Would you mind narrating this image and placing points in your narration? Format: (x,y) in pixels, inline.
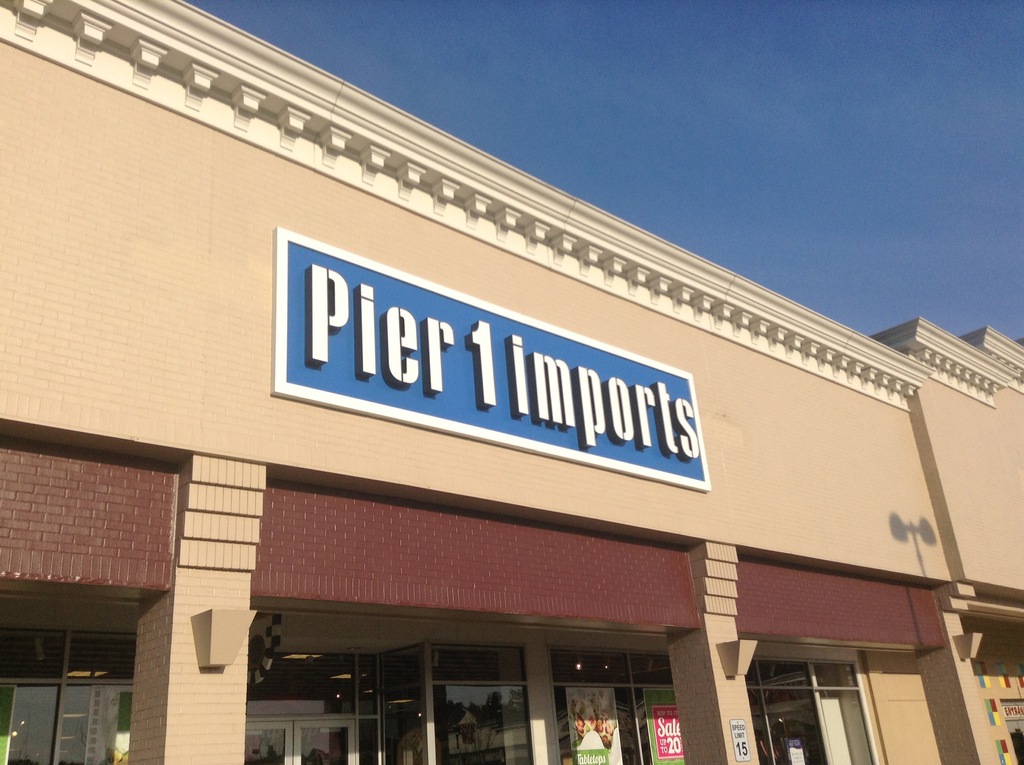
The picture consists of a building (302,531). In the center of the picture (383,339) there is a board (354,406). At the bottom (608,699) there are banners (585,714), glass windows (364,717) and doors (302,744). Sky (731,183) is sunny.
